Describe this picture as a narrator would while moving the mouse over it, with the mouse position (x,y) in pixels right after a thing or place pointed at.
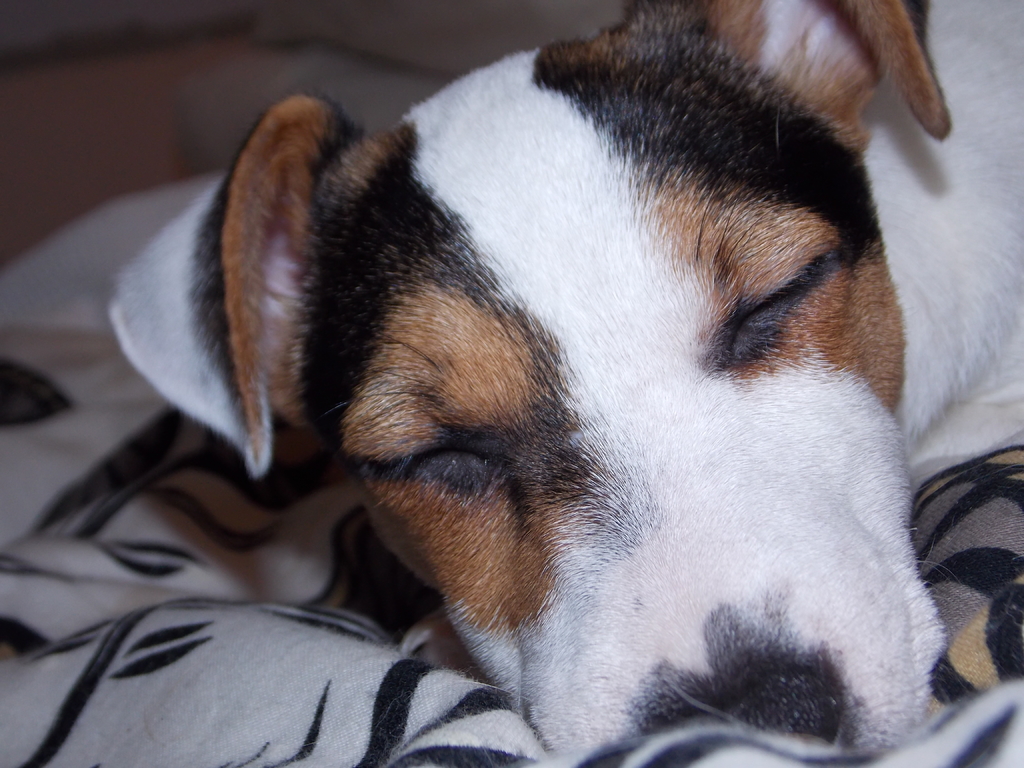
In the center of the image (578,335) a dog (586,287) is lying. In the background of the image (58,428) cloth (58,428) is there.
